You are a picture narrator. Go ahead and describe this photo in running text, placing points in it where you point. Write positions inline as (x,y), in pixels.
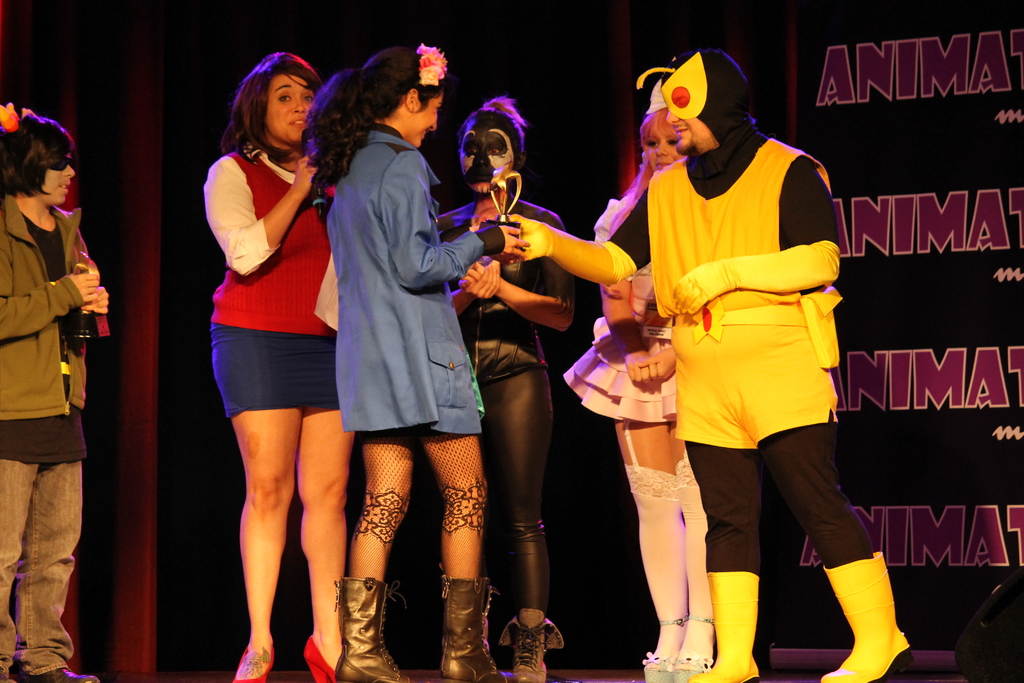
In this picture we can see six persons (246,323) standing here, these three persons (557,264) wore costumes (522,263), this woman (286,238) is holding a microphone (316,204), here we can see a banner (979,353).
